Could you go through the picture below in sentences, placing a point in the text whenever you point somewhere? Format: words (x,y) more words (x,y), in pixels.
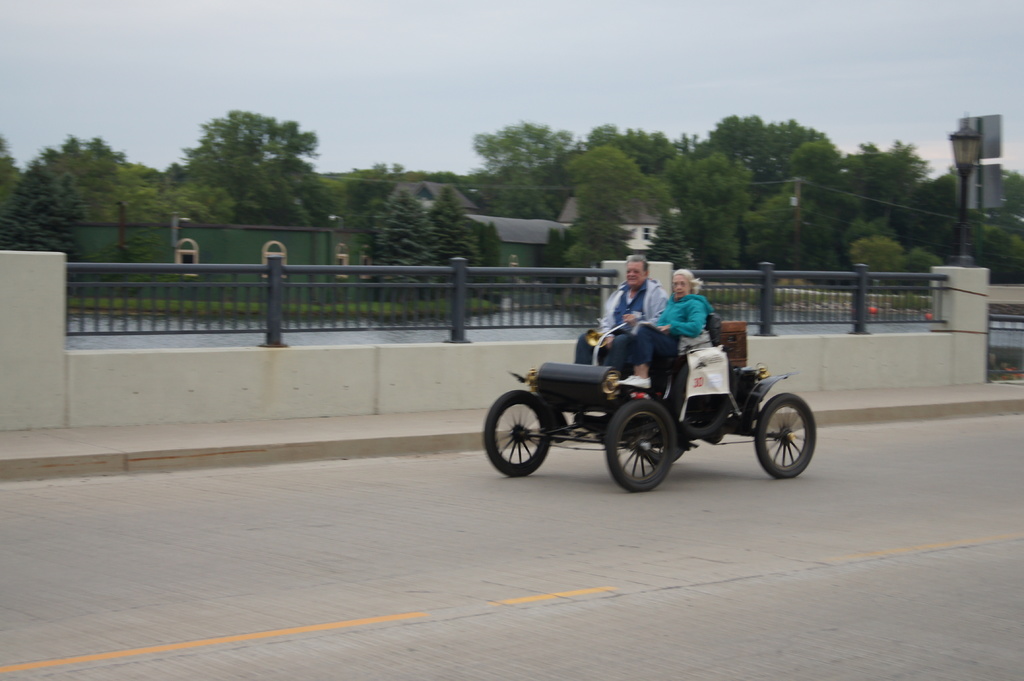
In the picture I can see a man (653,295) and woman (640,347) are sitting in the vehicle (673,428) which is moving in the road (334,507). In the background (480,406), I can see the wall (964,295), trees (688,234), houses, boards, light pole (960,200) and the cloudy sky (378,119).
